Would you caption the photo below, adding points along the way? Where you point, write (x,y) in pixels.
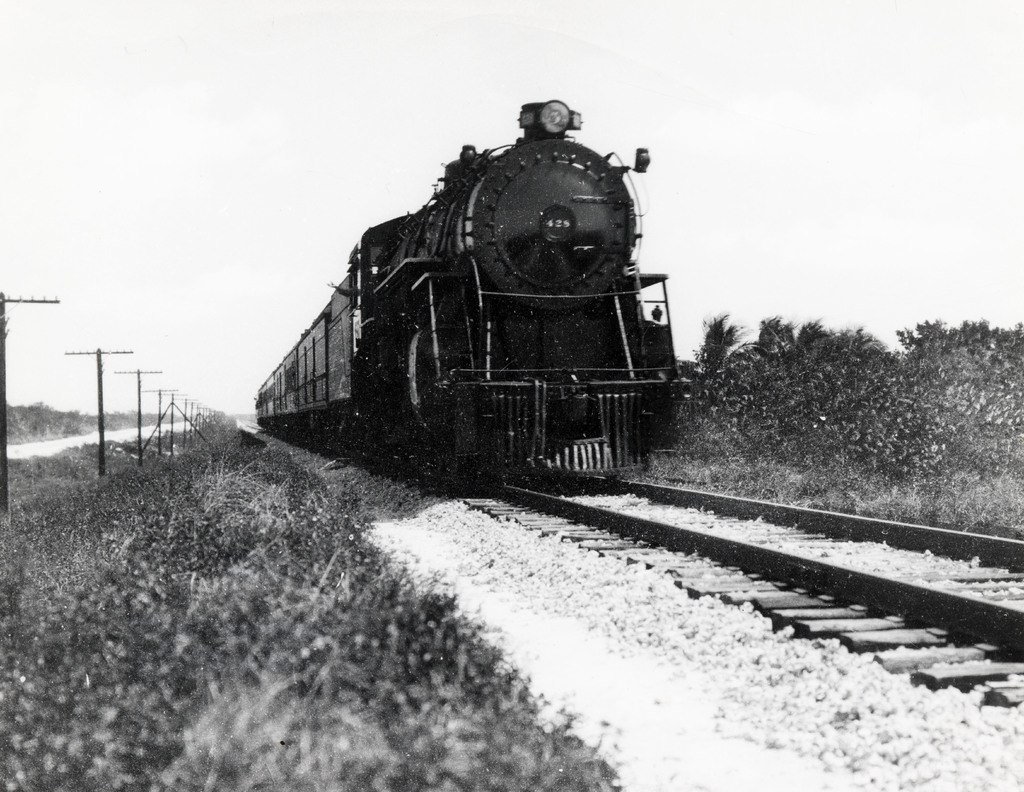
In this image I can see railway tracks (699,525) and on it I can see a train (455,200). On the both sides of the train (617,242) I can see grass (329,476), plants (928,323) and on the left side (7,490) I can see number of poles (5,477). I can also see this image is black and white in colour.
